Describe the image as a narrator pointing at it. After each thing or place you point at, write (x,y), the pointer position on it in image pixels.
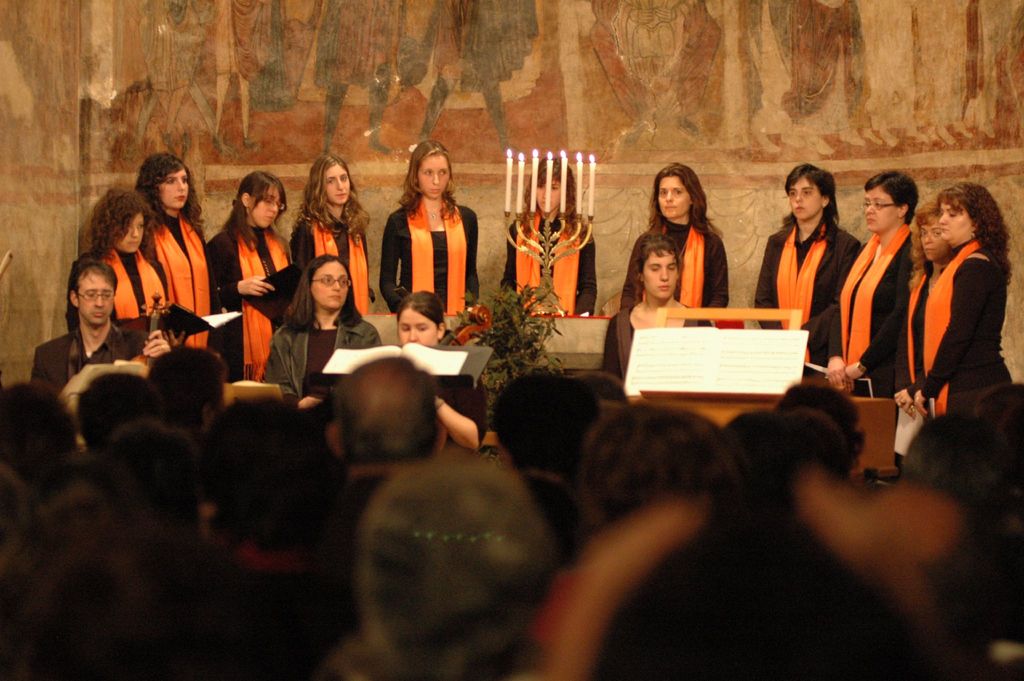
In the center of the image (665,279) we can see group of people (811,347) are standing and also a stand (561,231), candles (578,188), books (699,329) and a plant (514,333) are present. In the background of the image (613,95) wall (728,89) is there.
